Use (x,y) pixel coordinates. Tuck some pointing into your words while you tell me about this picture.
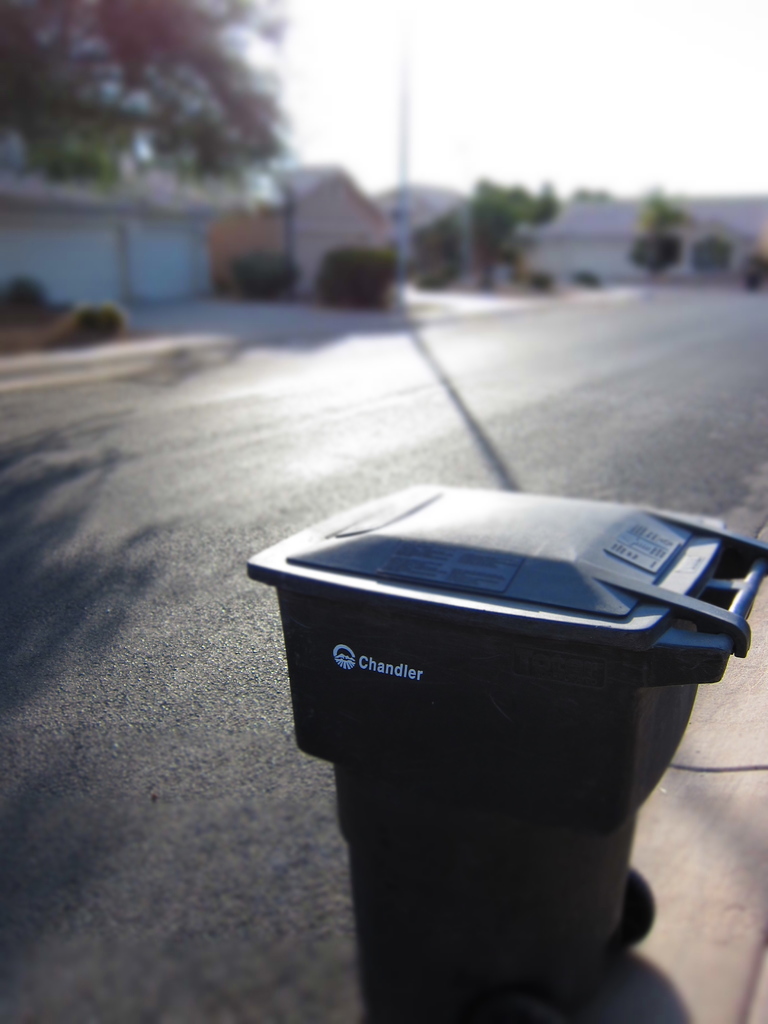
In this image we can see a movable bin (491,810). In the background of the image (451,200) there is a road (313,431), trees (12,143), plants (264,283), houses (309,256), pole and the sky (522,138).
